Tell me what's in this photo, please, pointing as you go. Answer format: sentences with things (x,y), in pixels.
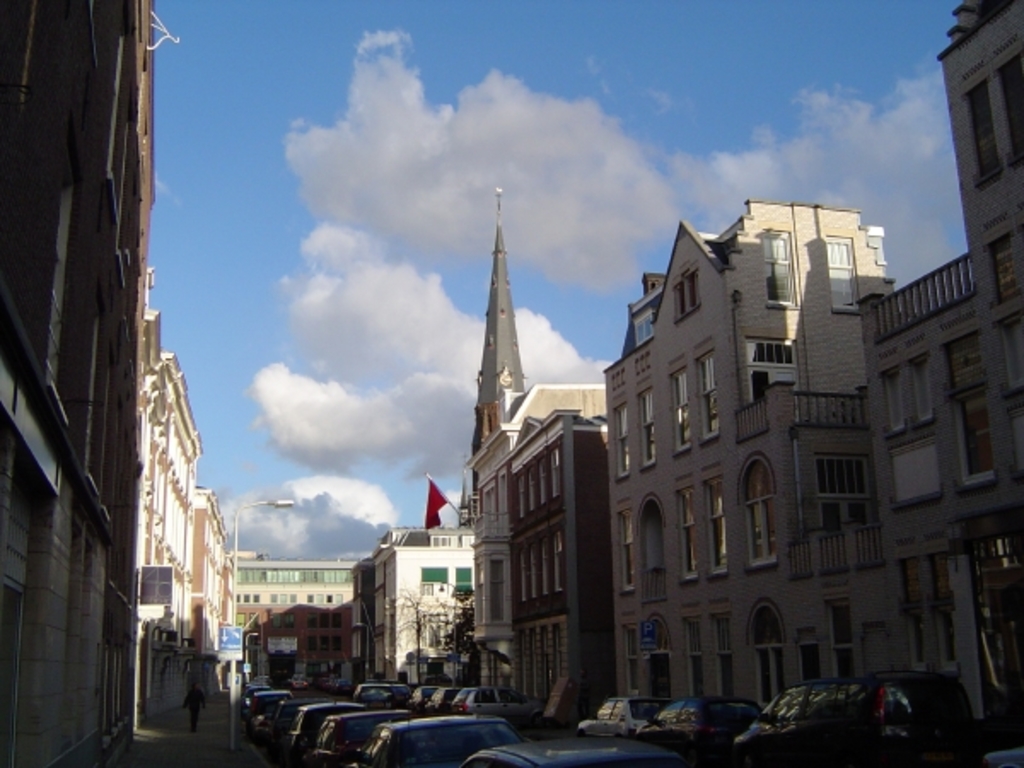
In this image, we can see vehicles (405,760) on the road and in the background (541,542), there are buildings (541,542), poles (235,610) and we can see a board (234,649) and a flag (429,513) and some trees (449,641) and a person (191,691). At the top (486,112), there are clouds (524,97) in the sky (564,88).
